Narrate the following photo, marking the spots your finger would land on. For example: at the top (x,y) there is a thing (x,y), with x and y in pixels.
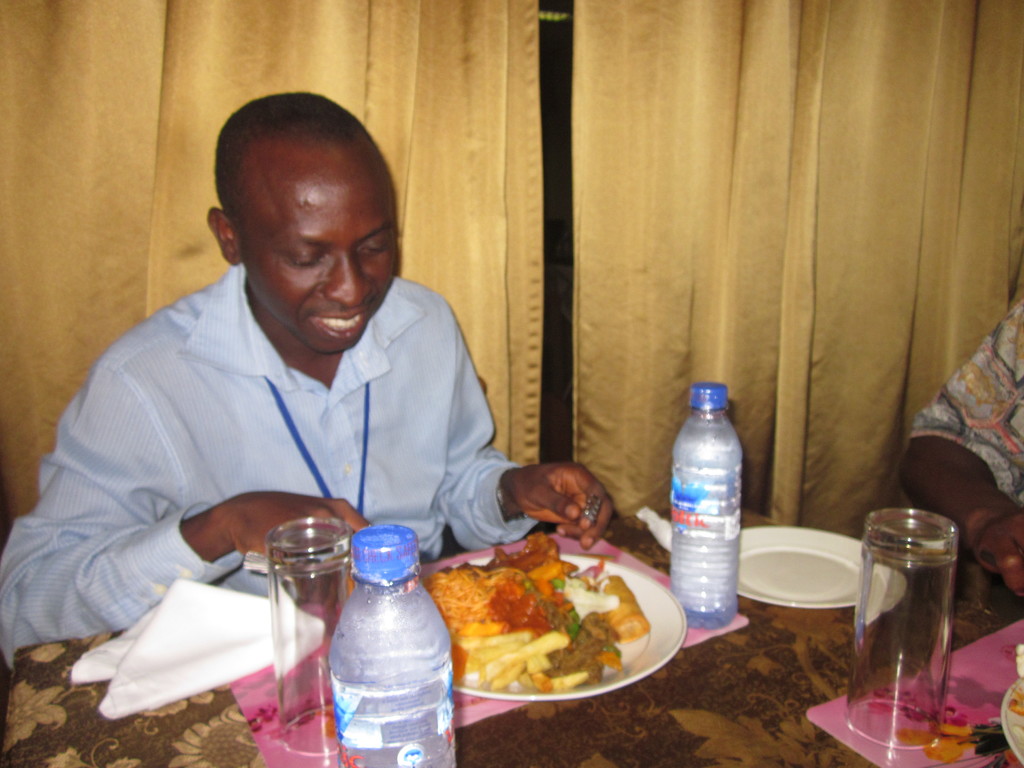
In the picture we can see a man (201,417) sitting on the chair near the table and having a food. On the table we can see a plate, plate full of food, and we can also see two bottles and glasses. In the background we can see a curtain (24,334).
